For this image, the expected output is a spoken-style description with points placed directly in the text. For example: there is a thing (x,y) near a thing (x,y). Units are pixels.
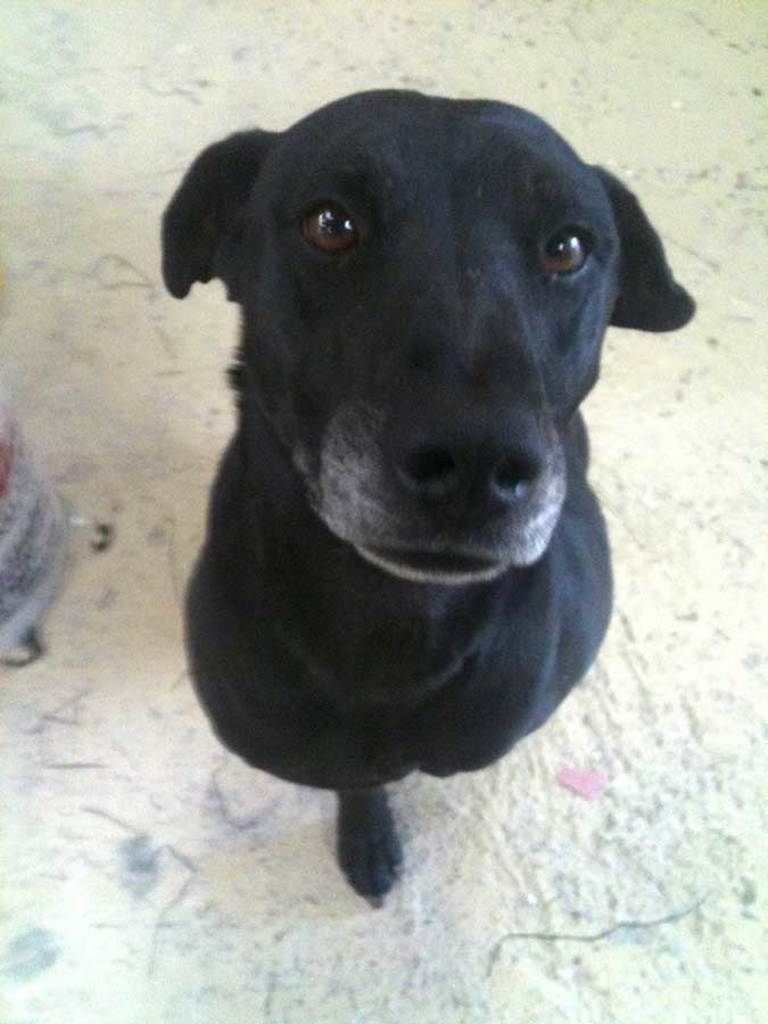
This is a zoomed in picture. In the center (412,652) there is a black color dog (488,648) seems to be sitting on the ground (162,826). In the background (33,584) there are some objects (36,589) placed on the ground (142,753).
